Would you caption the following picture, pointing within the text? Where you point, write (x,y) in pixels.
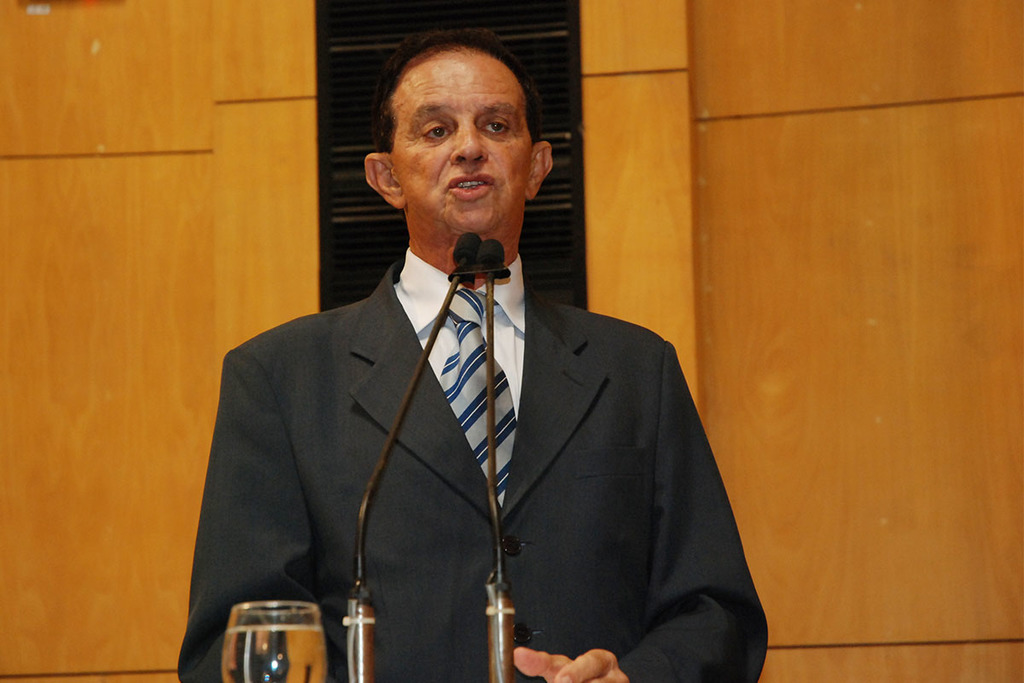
In this image there is a person (466,446). Before him there are two mikes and a glass (290,658). The glass (290,658) is filled with drink (271,665). Background (130,221) there is a wall (728,346).
